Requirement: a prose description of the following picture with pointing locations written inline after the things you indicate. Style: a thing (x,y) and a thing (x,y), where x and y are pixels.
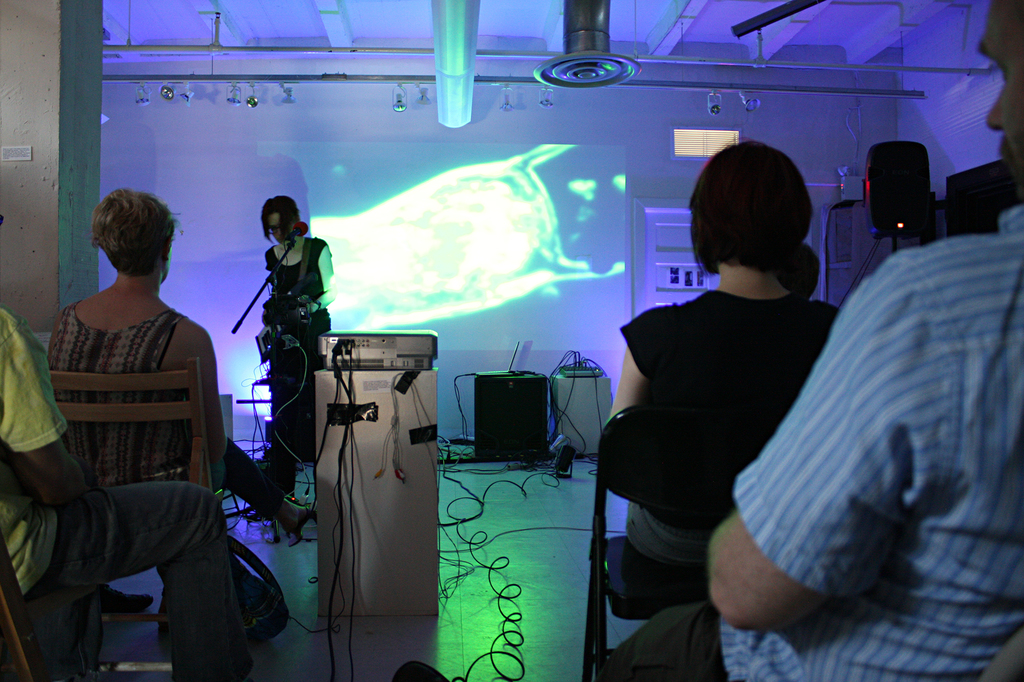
The picture is taken inside a room (562,619). In the foreground of the picture (342,459) there are people (57,424), chairs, cables (396,391) and projector (424,362). In the center of the background (282,279) there is a woman (302,262) standing, in front of her there is a microphone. In the background (519,417) there are speakers (527,413), cables (300,346) and other objects (590,368). At the top (592,74) there are lights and pipes (470,14). On the right (889,187) there is a speaker (877,208).
